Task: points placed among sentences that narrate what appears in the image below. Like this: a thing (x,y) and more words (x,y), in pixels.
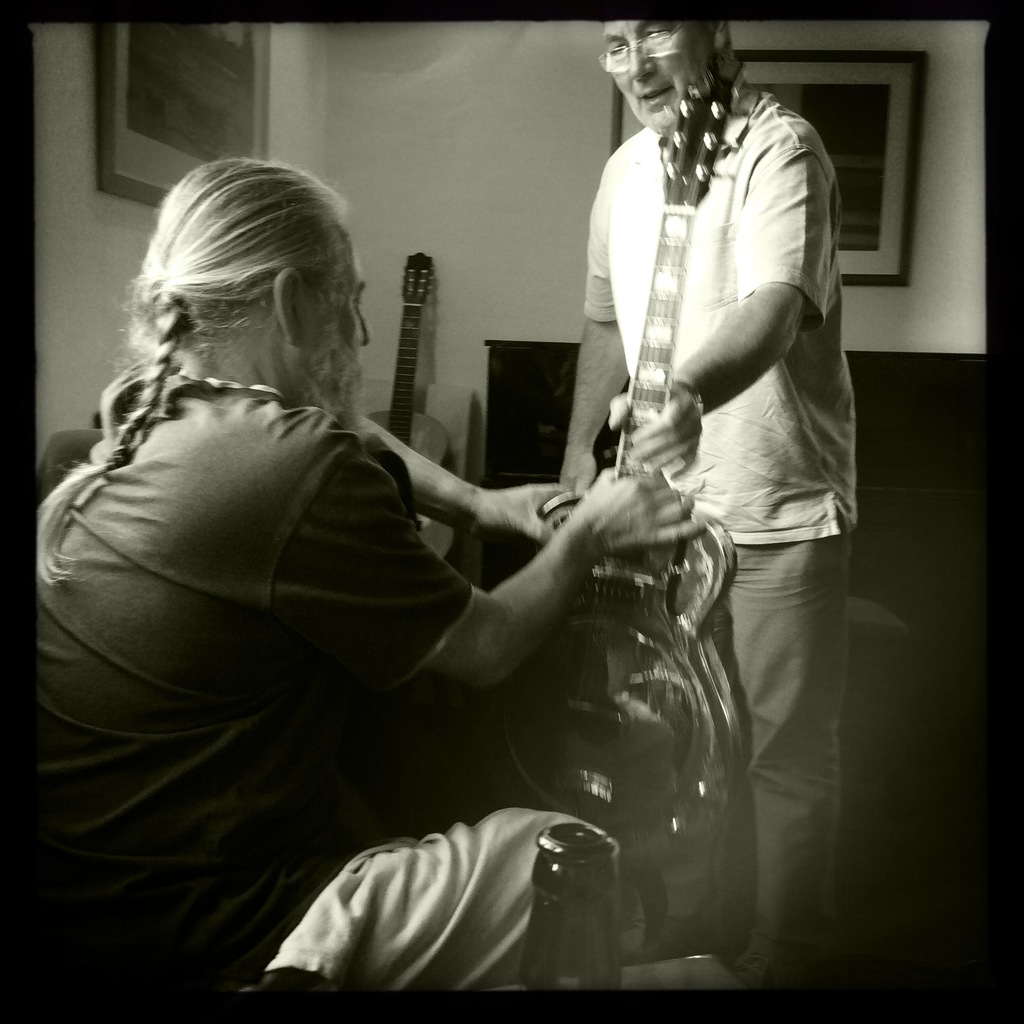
It looks like a black and white picture. We can see a person (177,677) is sitting and another person (747,339) is standing and the two people (425,580) holding a music instrument (596,561). In front of the people (536,567), it looks like a bottle (547,928). Behind the people (422,566) there is a guitar (403,401) and a wall (484,150) with photo frames (118,49).
